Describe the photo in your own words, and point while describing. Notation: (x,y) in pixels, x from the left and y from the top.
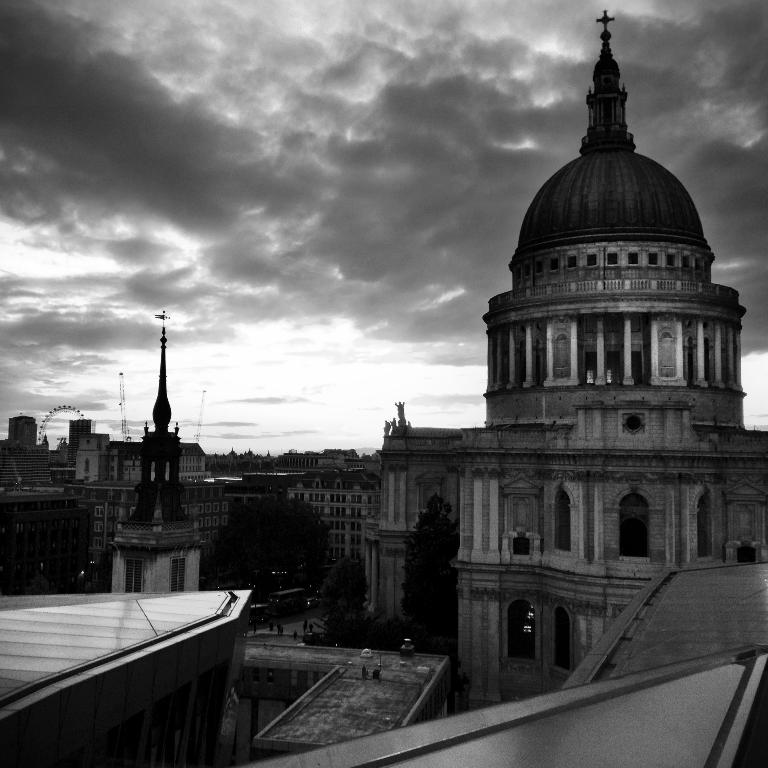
This is a black and white picture. Here we can see buildings (462,433), trees (353,579), and people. In the background (363,280) there is sky (448,162) with clouds (743,37).
